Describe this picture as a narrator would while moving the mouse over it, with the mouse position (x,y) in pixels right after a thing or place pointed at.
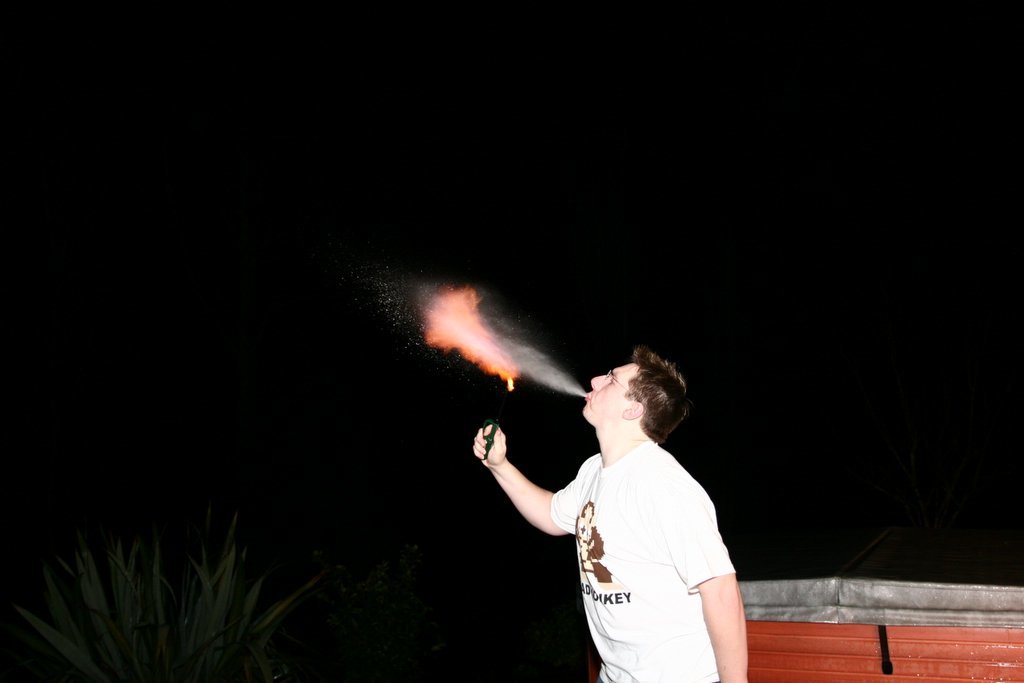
In this image we can see a man (662,584) wearing white T-shirt (576,551) is blowing something and holding some object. In the background (860,638), we can see the wall (818,623), plants (228,637) and the background of the image (101,182) is dark.
